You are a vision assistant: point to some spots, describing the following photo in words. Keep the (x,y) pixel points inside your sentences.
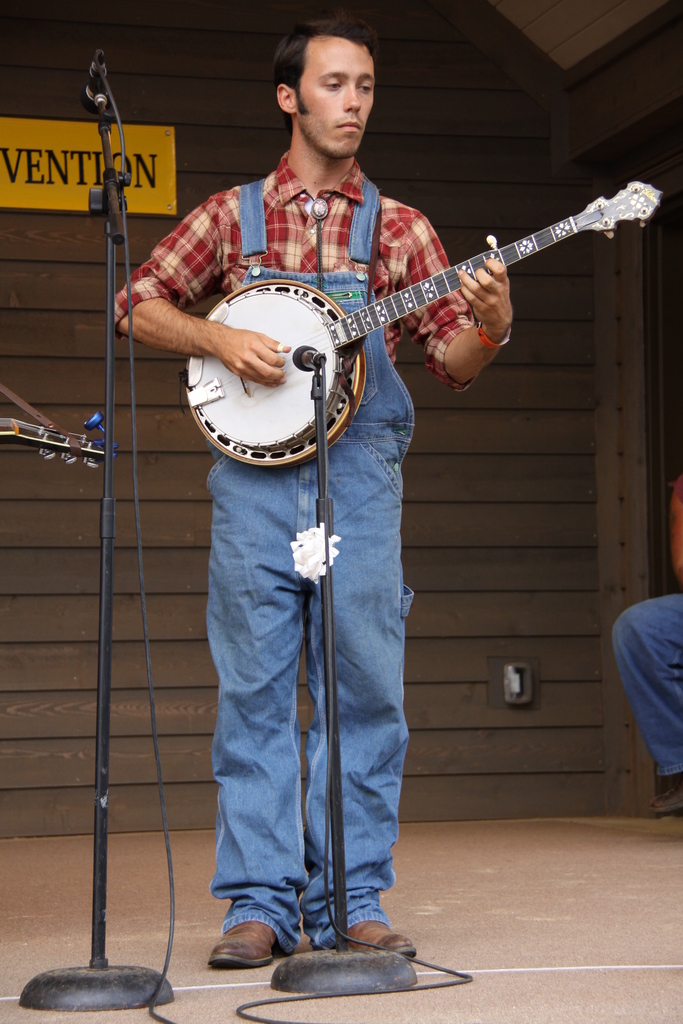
In this image this man (315,663) is holding a banjo (330,310) in his hands (270,343) and playing it. We can see two mics (93,88) on the ground (134,938). There is the wooden wall (476,163) on the background (464,132), also we can see board (37,170) which is yellow color.
